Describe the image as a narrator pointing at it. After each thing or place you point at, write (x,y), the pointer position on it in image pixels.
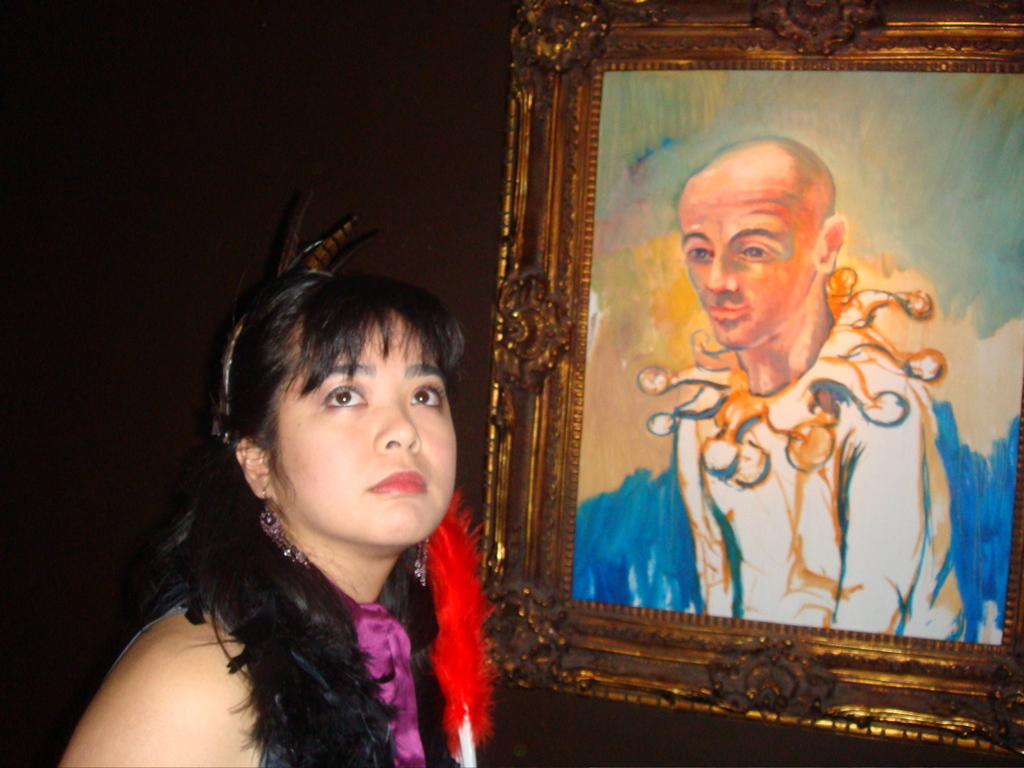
In this picture I can see a woman (422,289), there is a photo frame (592,87), and there is dark background (57,499).
